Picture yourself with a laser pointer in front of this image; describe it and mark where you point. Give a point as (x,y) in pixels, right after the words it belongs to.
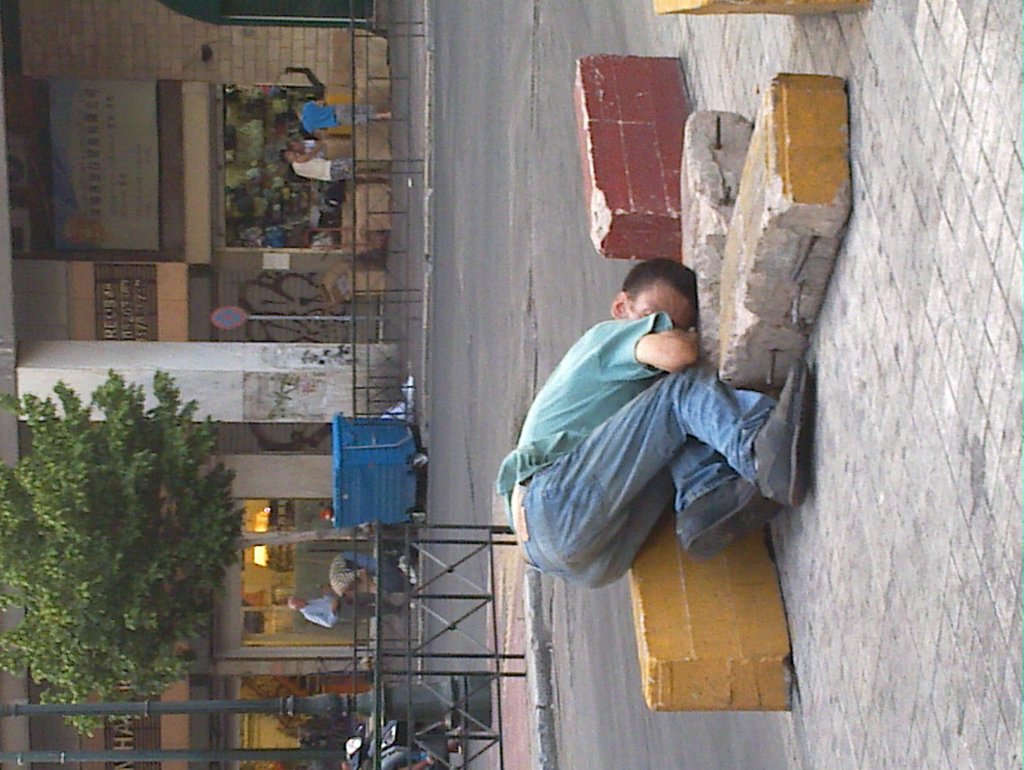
In this image person (698,468) is sitting on the blocks (761,258). At the back side (86,637) there are trees (160,502), buildings (151,280), sign board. There are few people (334,115) standing in front of the building (279,134). At the left side of the image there is a metal grill (413,594).
